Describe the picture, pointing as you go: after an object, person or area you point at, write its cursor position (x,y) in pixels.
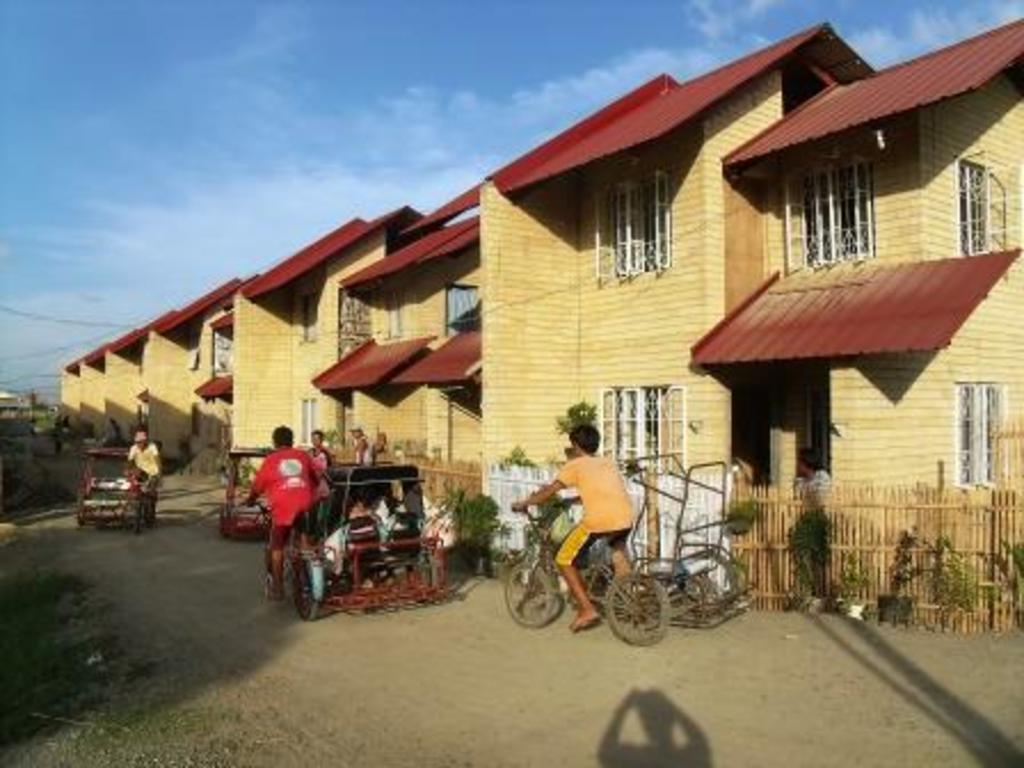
In this image, we can see houses (673,356), windows (813,247), walls (546,356). Here we can see few people (614,463). Few people (279,555) are riding vehicles (392,587) on the road (510,700). In the middle of the image (434,459), we can see fencing (657,515), plants (965,597). Top of the image (364,132), there is a sky (282,117).
